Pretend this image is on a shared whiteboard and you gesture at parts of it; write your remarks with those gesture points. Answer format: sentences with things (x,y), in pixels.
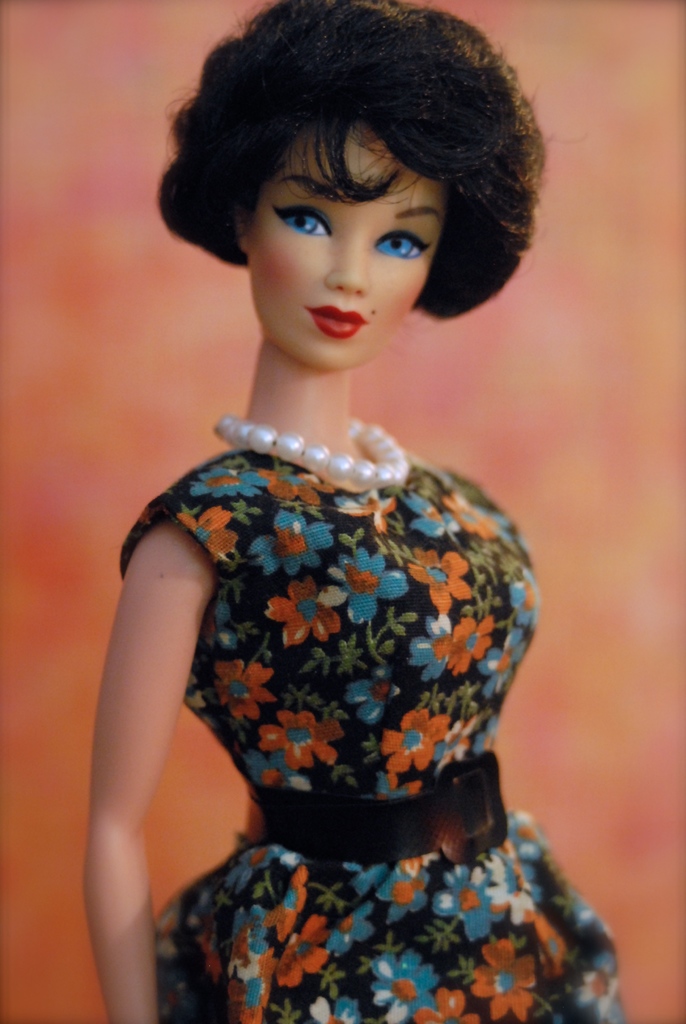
In this picture we can observe a doll (339,631). We can observe a pearl chain (249,435) around the doll's neck (303,432). We can observe black, blue and an orange color dress (339,668). In the background (105,352) we can observe an orange color.
